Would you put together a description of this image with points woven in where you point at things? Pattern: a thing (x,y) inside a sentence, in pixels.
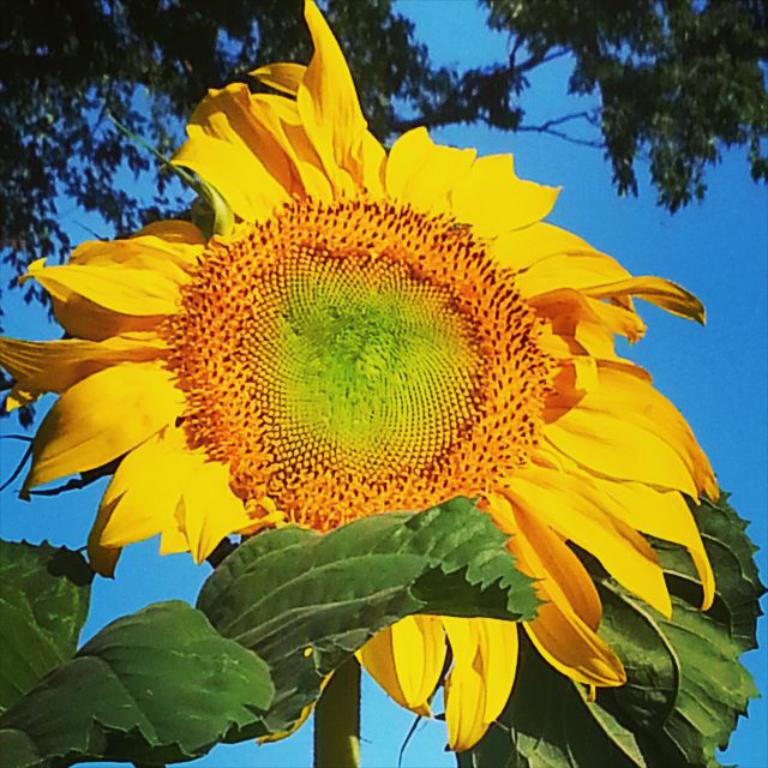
As we can see in the image there are trees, yellow color sunflower (376,498) and sky (750,292).
